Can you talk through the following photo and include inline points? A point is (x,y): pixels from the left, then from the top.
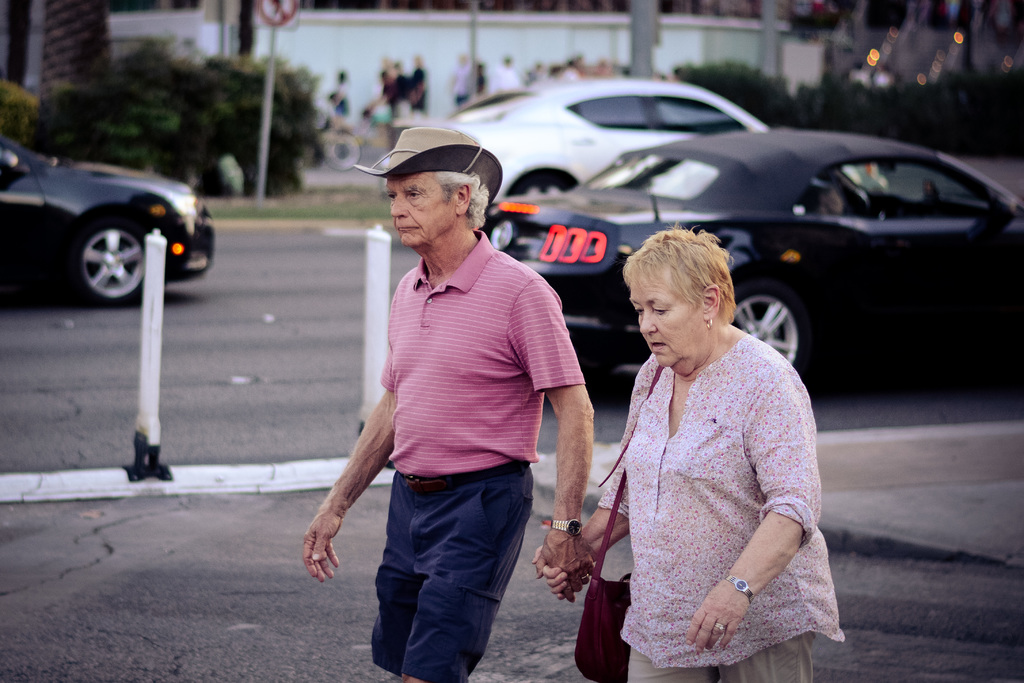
In this picture we can see man (464,190) and woman (641,455) are walking on the road (187,550) this man (385,397) wore pink color T-Shirt (438,313), cap (443,156) and beside to him woman (628,489) carrying bag (596,606) and in the background (456,84) we can see group of people (396,98), cars (55,204), road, sign board (279,9), trees (103,119), wall (574,43), light (873,66).
